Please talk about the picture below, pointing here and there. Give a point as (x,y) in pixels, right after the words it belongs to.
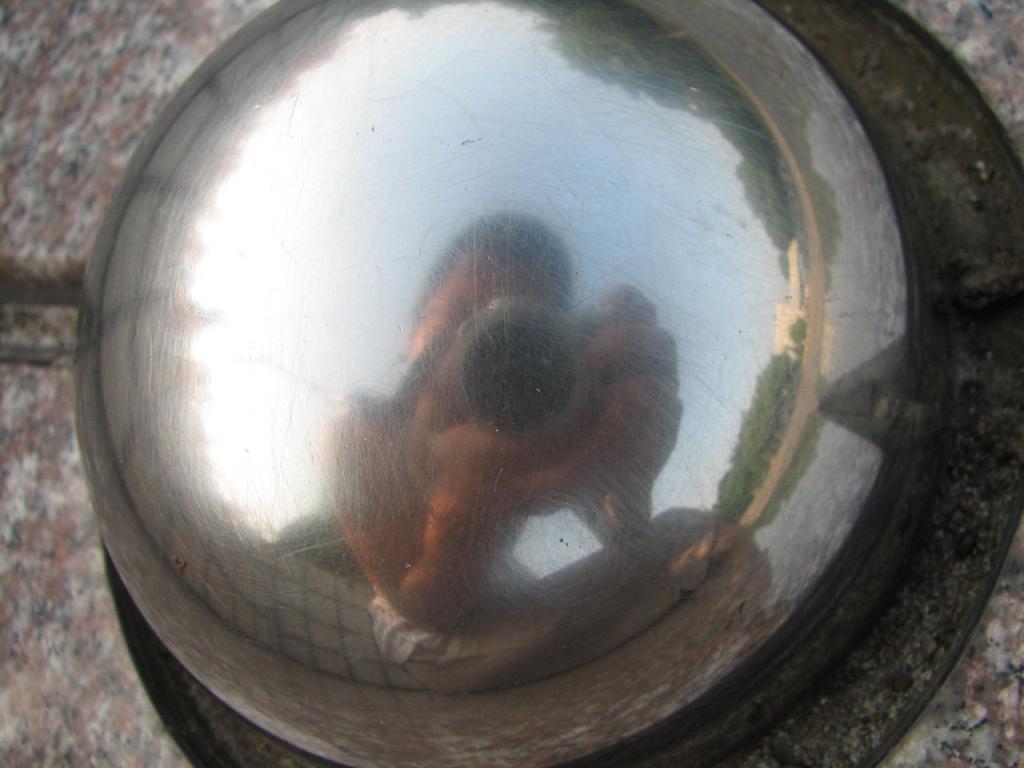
In this image there is a bell (601,551), and there is a reflection (531,210) of a person (640,477) holding a camera (515,343), there are trees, a building (796,299) and sky (747,320).
